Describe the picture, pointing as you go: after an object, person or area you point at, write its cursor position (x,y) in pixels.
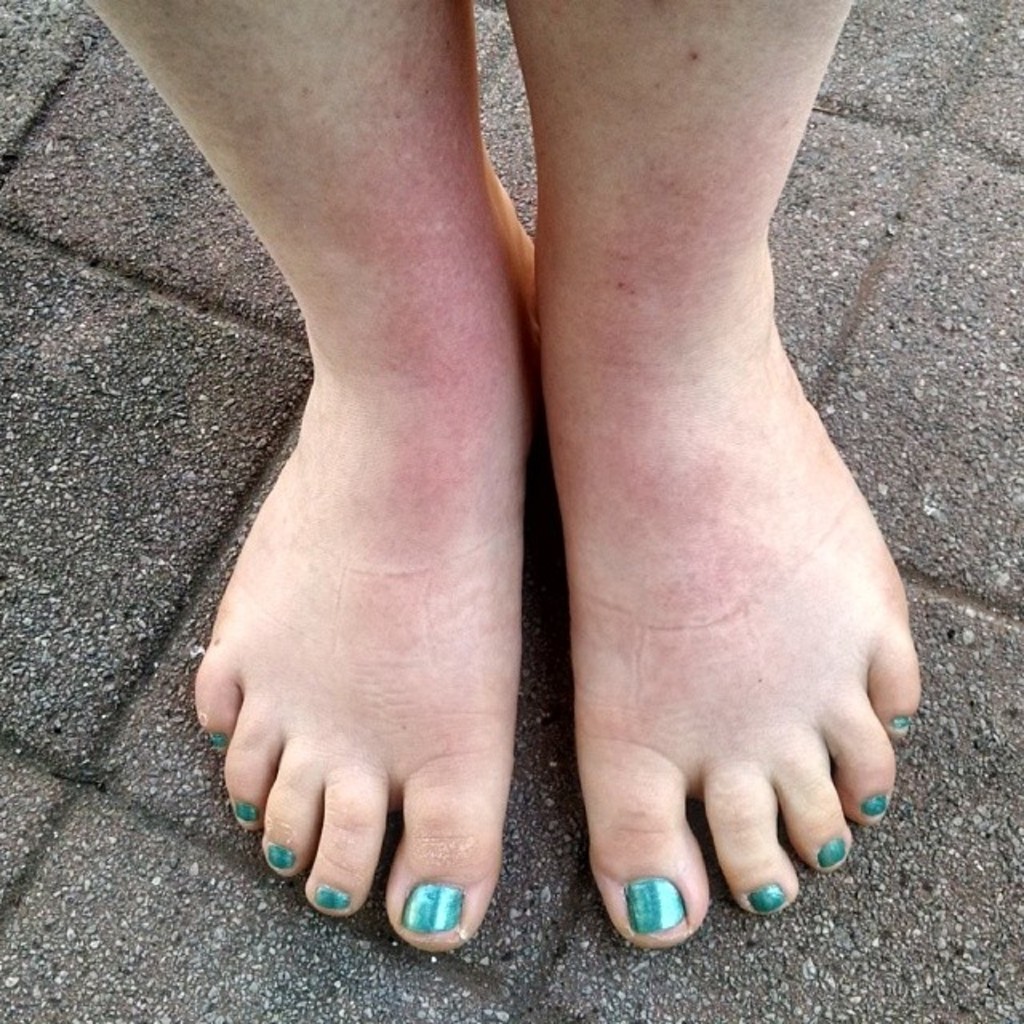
In the center of the image (676,374) we can see human legs (619,235). And we can see the green color nail paint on the nails (662,920).
